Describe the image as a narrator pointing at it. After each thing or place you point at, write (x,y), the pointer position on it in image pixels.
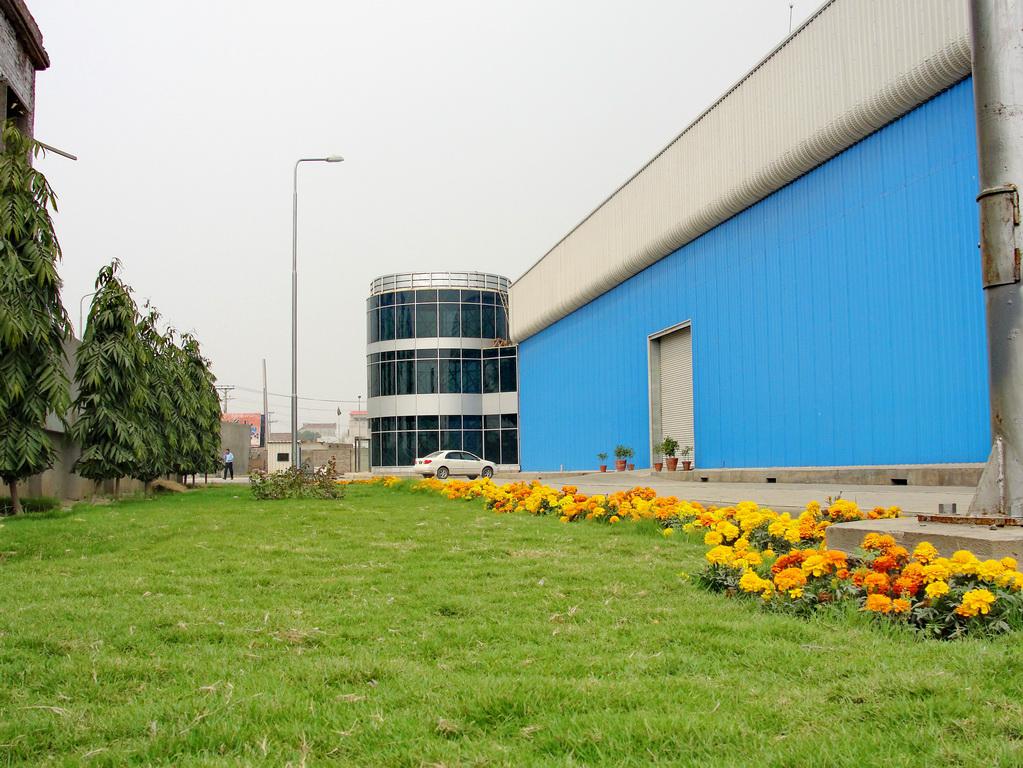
In the image I can see a place where we have buildings (613,375) and also I can see some trees (152,411), plants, car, person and some poles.
